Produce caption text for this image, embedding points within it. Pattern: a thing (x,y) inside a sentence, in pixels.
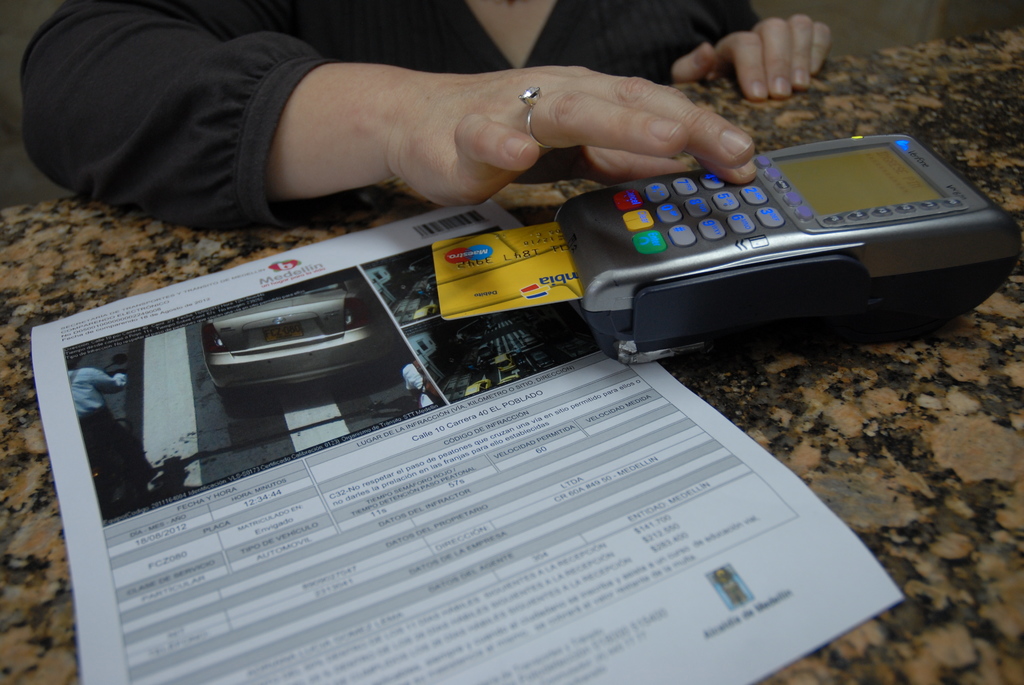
In this image I can see a person (203,94) wearing black color dress (378,61) is pressing a button (746,188) in an electronic device (759,232). I can see the brown and black colored surface (892,425) and on it I can see a paper (516,435) and an electronic device (748,262). I can see a yellow colored card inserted in the device (730,251).
